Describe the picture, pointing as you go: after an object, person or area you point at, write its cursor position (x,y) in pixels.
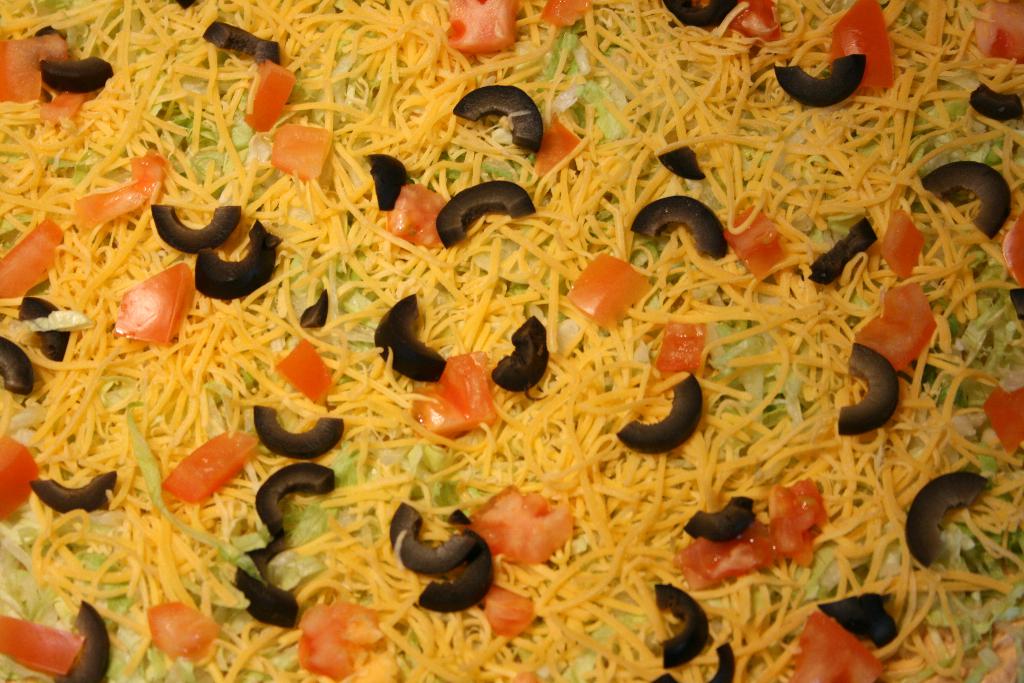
In the center of the image (544,374) we can see some food items (460,537), in which we can see tomato slices (488,597) and a few other vegetables (563,331).
